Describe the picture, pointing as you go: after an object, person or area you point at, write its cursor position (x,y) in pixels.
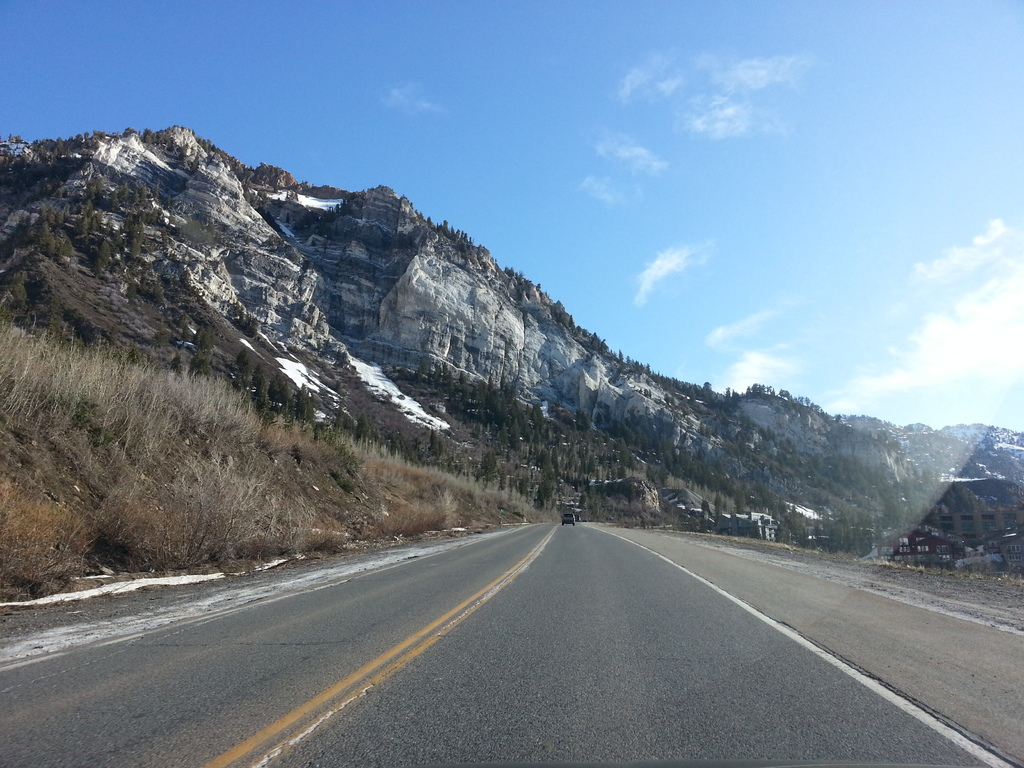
In the image there is a road (490,644) and around the road (796,685) there are mountains (746,508).
